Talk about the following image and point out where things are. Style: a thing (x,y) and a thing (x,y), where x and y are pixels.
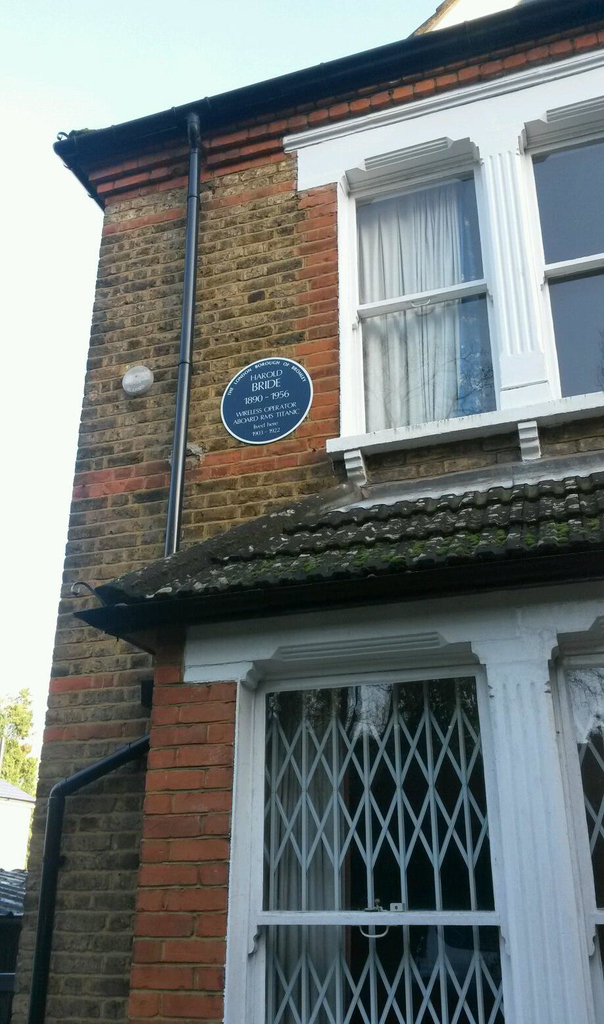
In this image there is a building (350,624) on the right side of this image (412,560) and there is a sky (134,55) on the top of this image (150,65). There is one tree (10,765) on the left side of this image (27,778).
